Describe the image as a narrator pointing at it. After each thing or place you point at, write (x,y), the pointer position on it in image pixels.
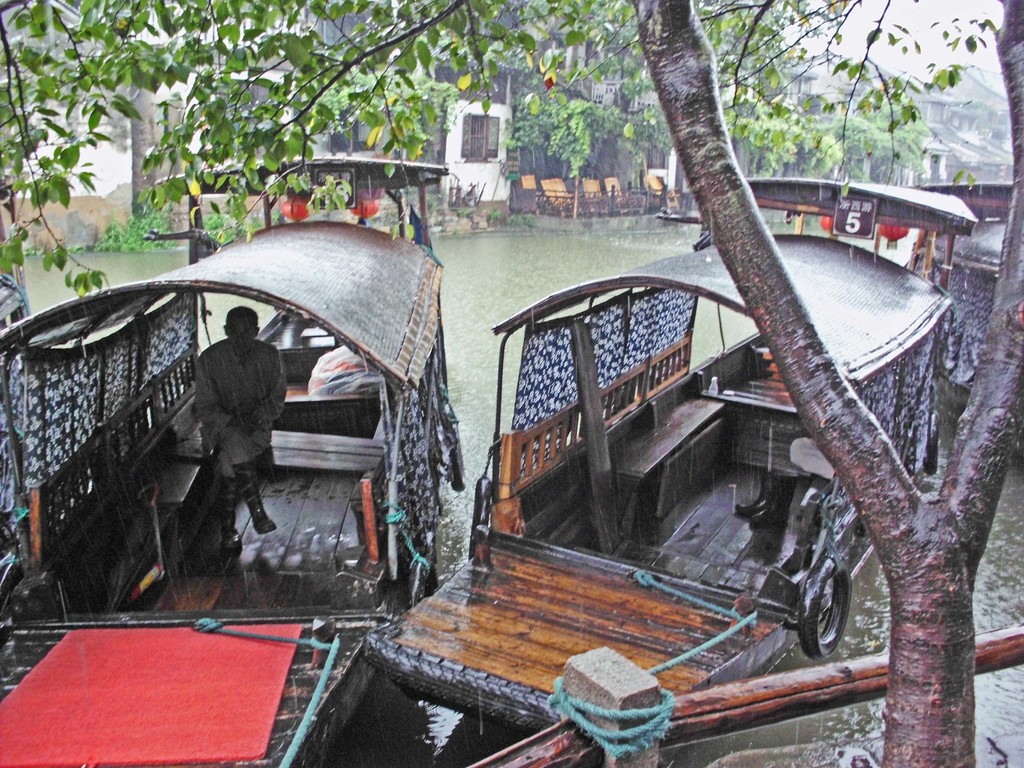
In this picture I can see couple of boats (677,492) in the water (510,292) and I can see buildings (193,149), trees (549,144) and few chairs (588,185) and a man (254,454) seated in the boat (290,503). Looks like it is raining.
